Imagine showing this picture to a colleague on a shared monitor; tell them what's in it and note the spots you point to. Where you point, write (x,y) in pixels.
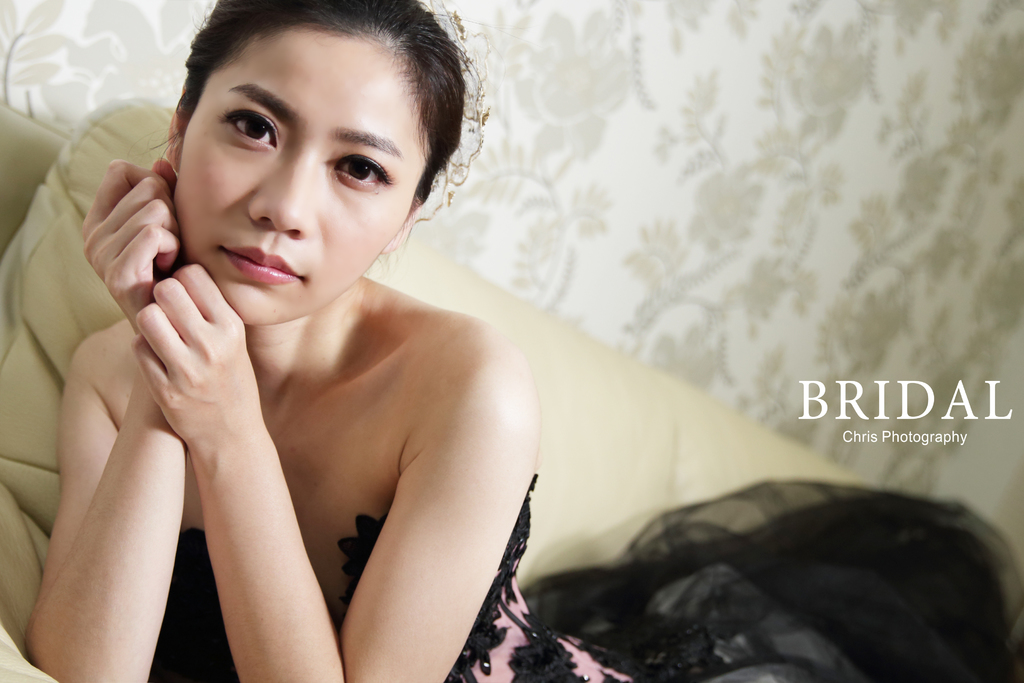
In this image we can see a woman (620,580) wearing dress (561,625) sitting on a sofa (33,420). In the background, we can see some text (964,406).
